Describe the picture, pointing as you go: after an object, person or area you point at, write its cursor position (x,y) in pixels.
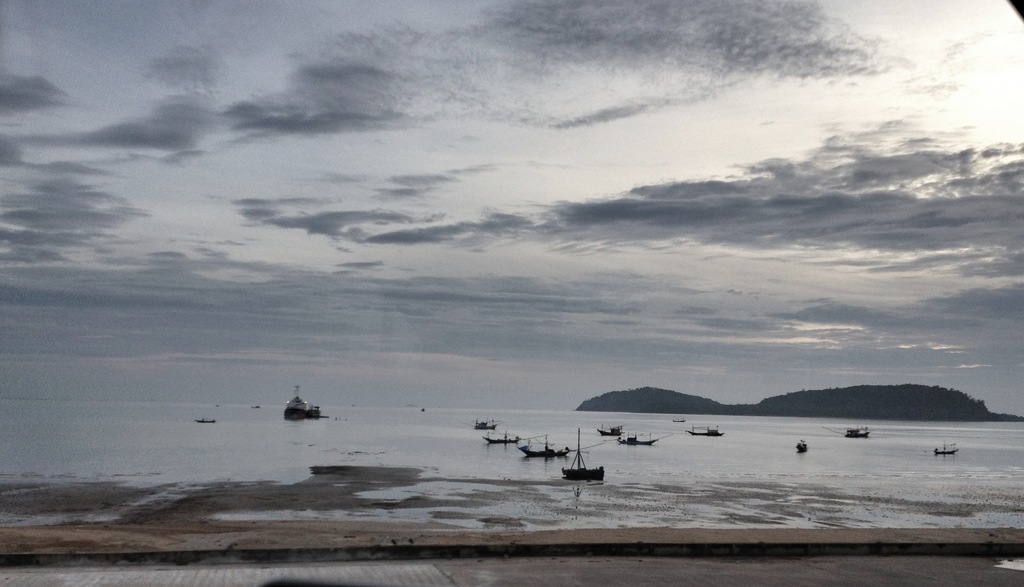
In the foreground of this image (710,572), on the bottom (397,570), there is a path (969,576). In the background (636,414), there are boats (562,450), a ship (318,419) on the water (213,443), mountains (769,399), sky (692,153) and the cloud (752,199).
